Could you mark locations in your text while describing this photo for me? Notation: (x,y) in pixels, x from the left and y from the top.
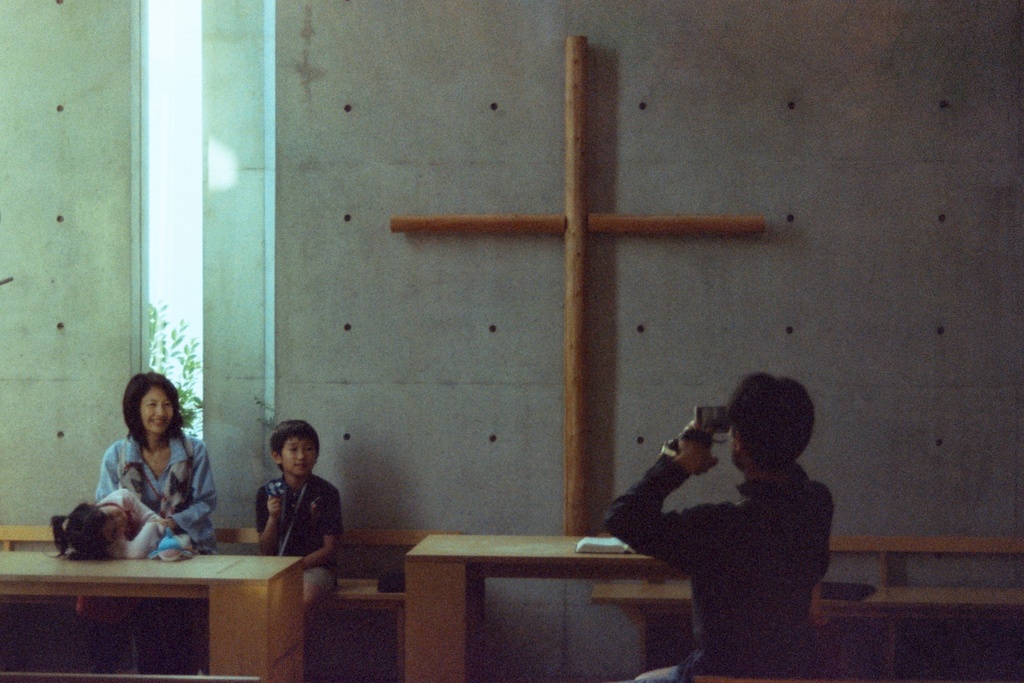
This picture shows two people (315,605) seated on the bench (32,537) and a person (710,644) seated and holding a camera (698,420), in his hand (697,443) and taking a picture.
